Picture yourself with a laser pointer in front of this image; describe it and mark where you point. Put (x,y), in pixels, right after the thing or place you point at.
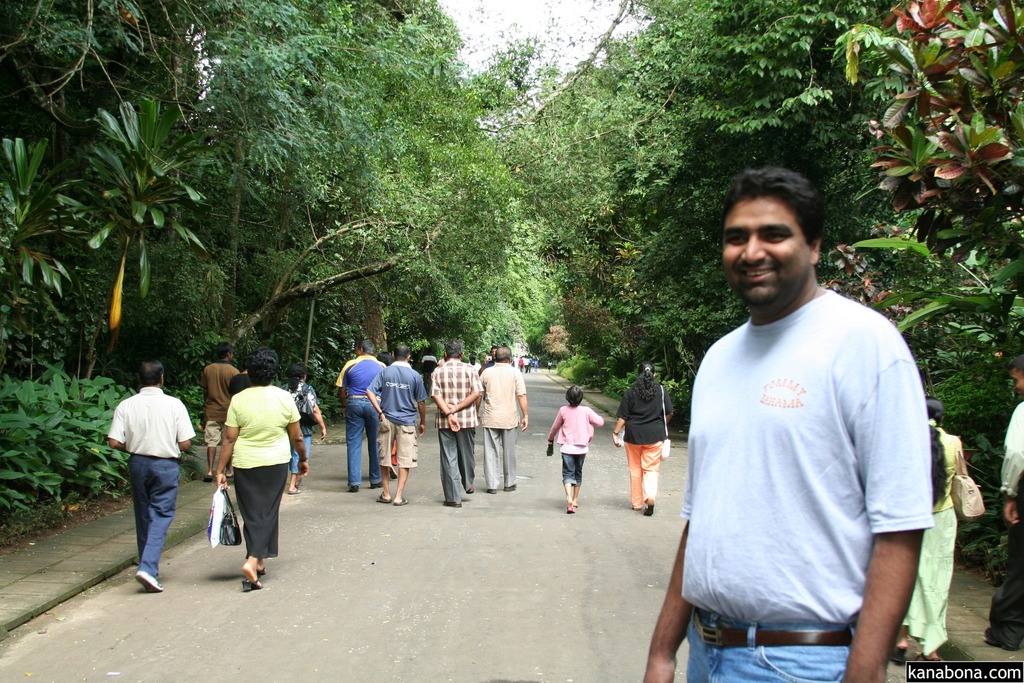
In this image we can see group of people (465,449) standing on the ground (534,544). One woman (950,471) is carrying a bag (965,499). In the background (501,141) we can see group of trees (707,155) and the sky (499,8). In the bottom (975,674) we can see some text (960,663).
